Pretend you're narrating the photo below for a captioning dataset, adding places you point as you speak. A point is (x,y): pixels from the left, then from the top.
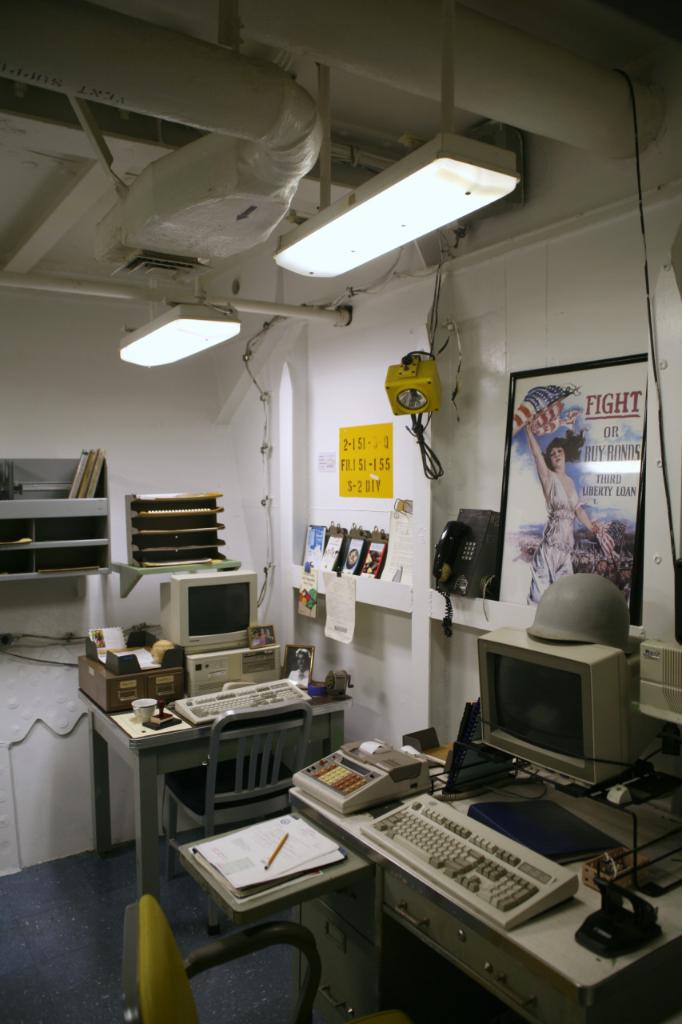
This picture consists of inside view of the room (269,964), in the room (276,959) I can see a table (318,930), on the table (419,880) I can see a keypad (469,854), system (517,702) and hat (560,604) and mouse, paper (266,826) and pen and machine (378,793) kept on it and I can see a telephone (438,583) and light (416,404) and photo frames (561,476) visible on the wall (326,497) in the middle (444,523) and i can see another table (156,751) in the middle (240,614), on it I can see a key board (246,701), system (219,618), chair (213,817), cup (141,704) and box (128,705) kept on it and I can see there are some wooden racks (99,485) kept in front of the wall (116,547), at the top (210,176) I can see the roof (92,151) and pipe lines (184,163), lights (293,263) visible.
